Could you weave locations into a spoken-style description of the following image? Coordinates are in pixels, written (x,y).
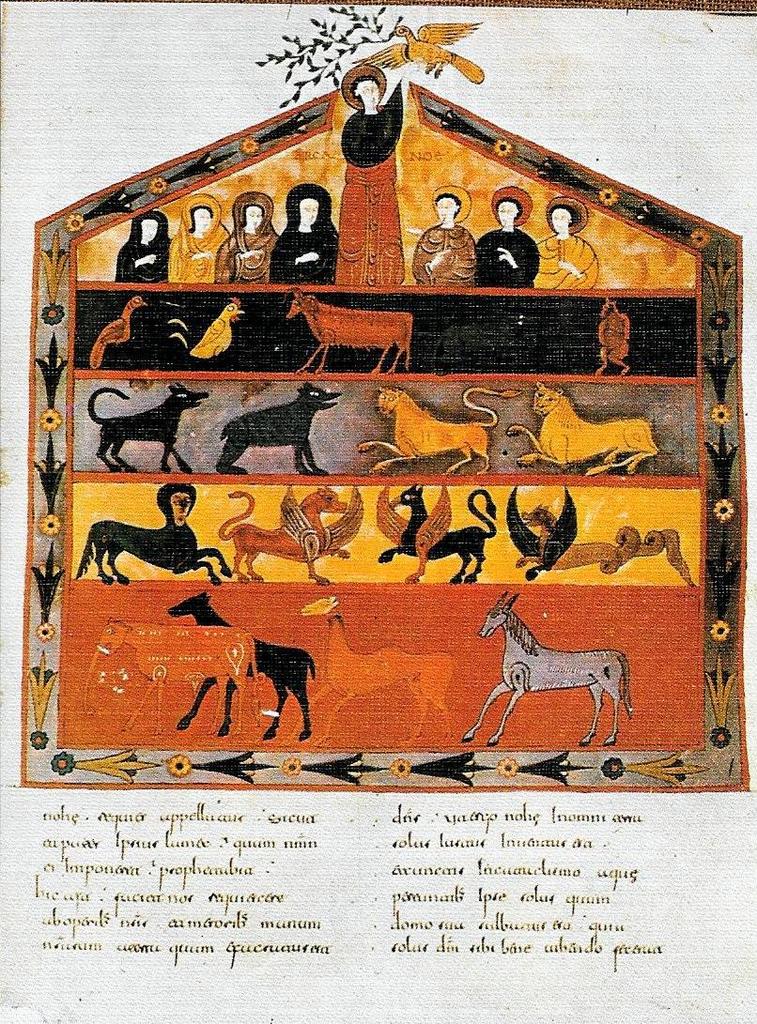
There is a poster (415,544) having paintings (394,472) of animals (634,428), a bird (421,46), persons (578,229) and there are texts (461,869). And the background of this poster (675,192) is white in color.
